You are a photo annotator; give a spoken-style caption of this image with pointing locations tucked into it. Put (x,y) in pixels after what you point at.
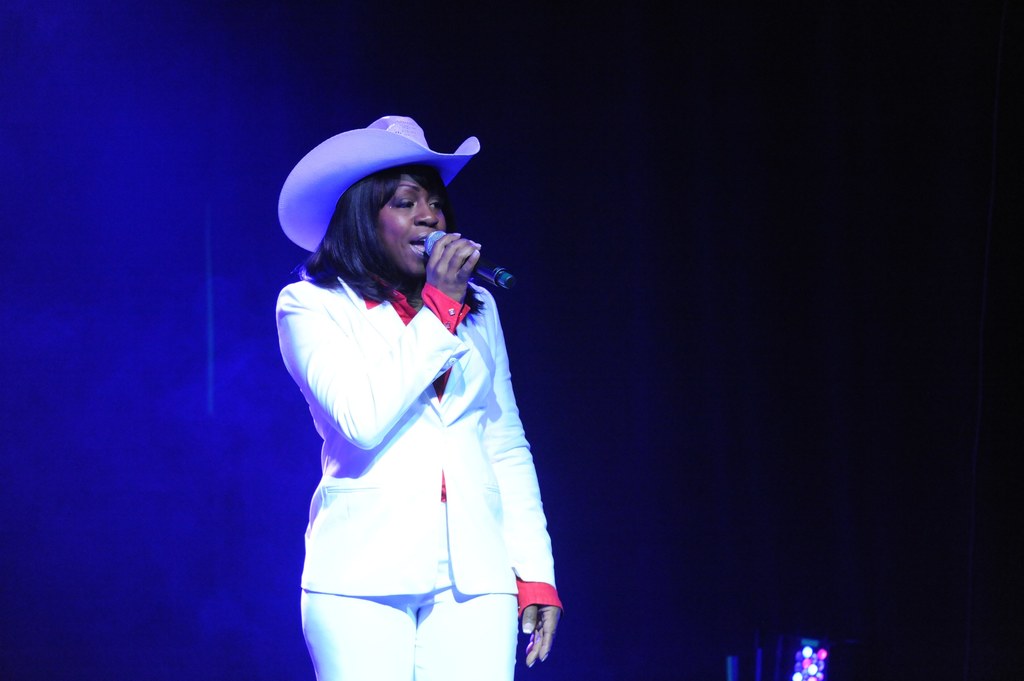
In the picture I can see a person (343,609) wearing white color dress (439,506) and hat (317,237) is holding a mic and singing. The background of the image (581,534) is dark and here we can see the blue color lights (259,505) on the left side of the image (184,370).
